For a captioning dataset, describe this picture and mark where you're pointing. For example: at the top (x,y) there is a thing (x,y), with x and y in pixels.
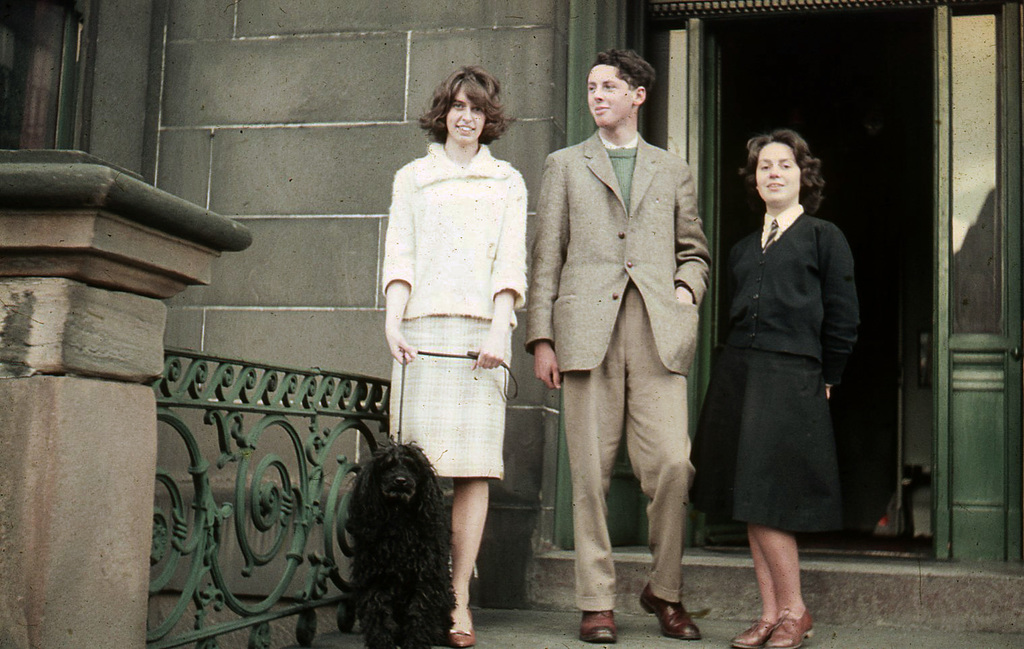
These three persons (638,272) are standing. This person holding dog (353,539). On the background (367,43) we can see wall (420,2), door (992,322). This is floor (858,640).
